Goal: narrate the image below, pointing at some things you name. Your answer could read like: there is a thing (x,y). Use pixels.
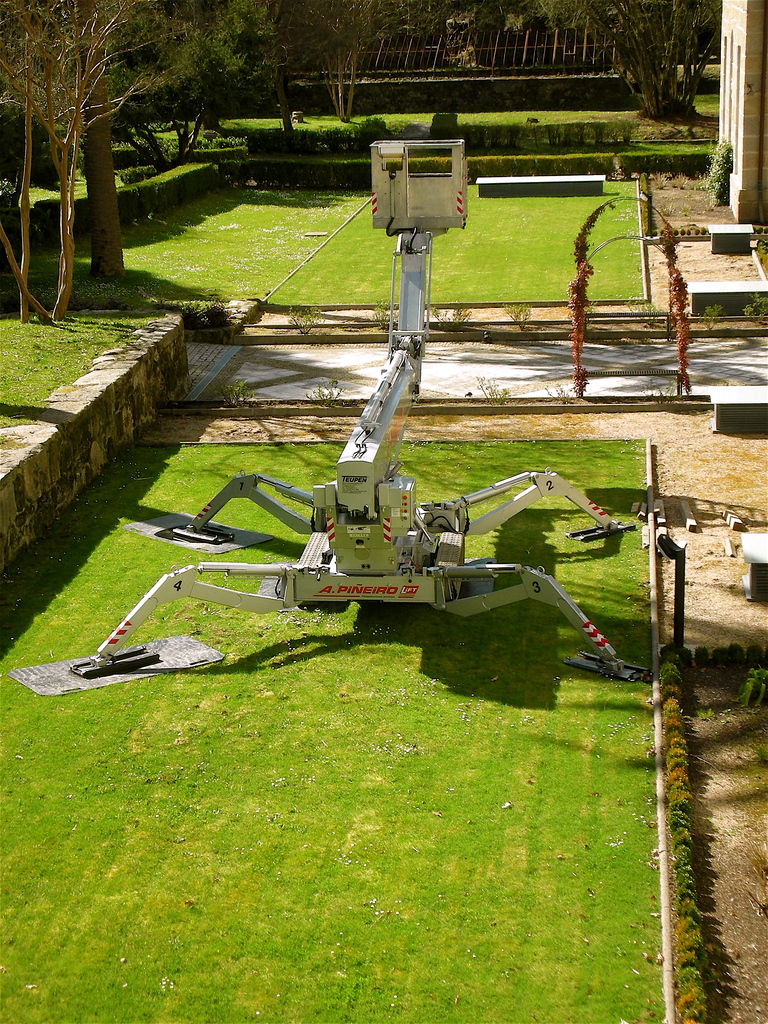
This image is taken outdoors. At the bottom of the image (387,885) there is a ground (520,847) with grass (281,789) on it. In the background (170,121) there are a few trees (180,97) and plants (628,129) on the ground (708,205) and there is a railing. On the right side of the image (759,119) there is a wall (739,112) and there is a floor (489,367). In the middle of the image (298,514) there is an architecture (256,573) which is made of a metal (478,527).
